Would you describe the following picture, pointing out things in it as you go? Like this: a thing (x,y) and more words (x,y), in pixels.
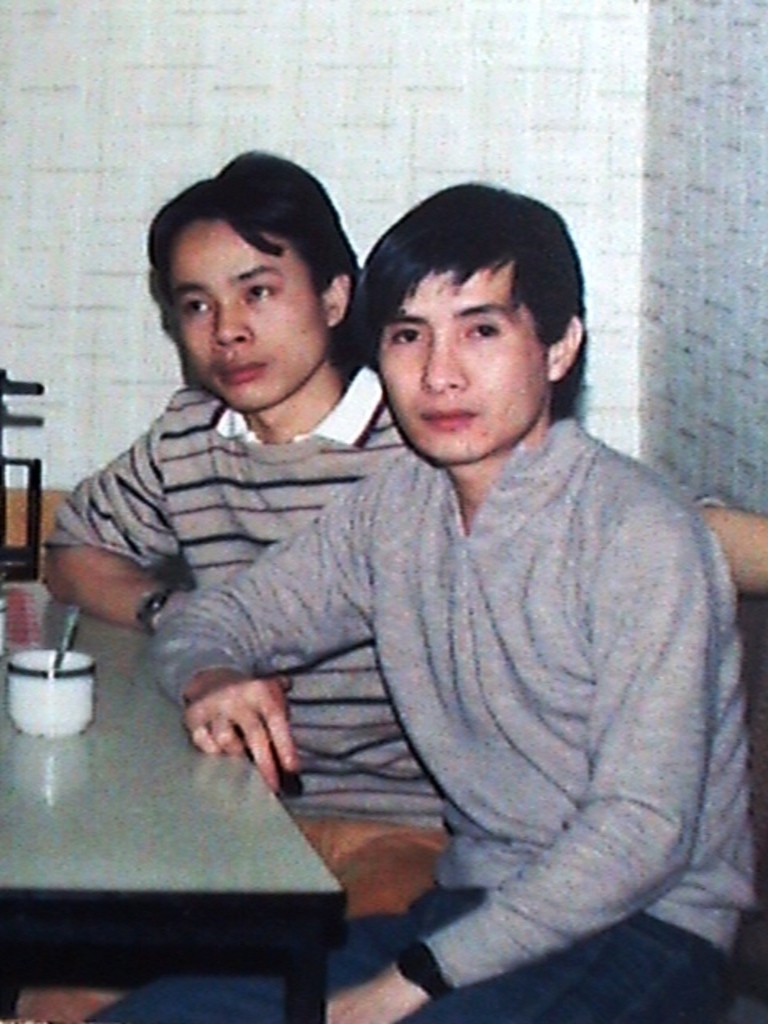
Here we can see two men (318,796) sitting on chairs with table (175,819) in front of them and a cup (75,653) present on the table (55,736).
